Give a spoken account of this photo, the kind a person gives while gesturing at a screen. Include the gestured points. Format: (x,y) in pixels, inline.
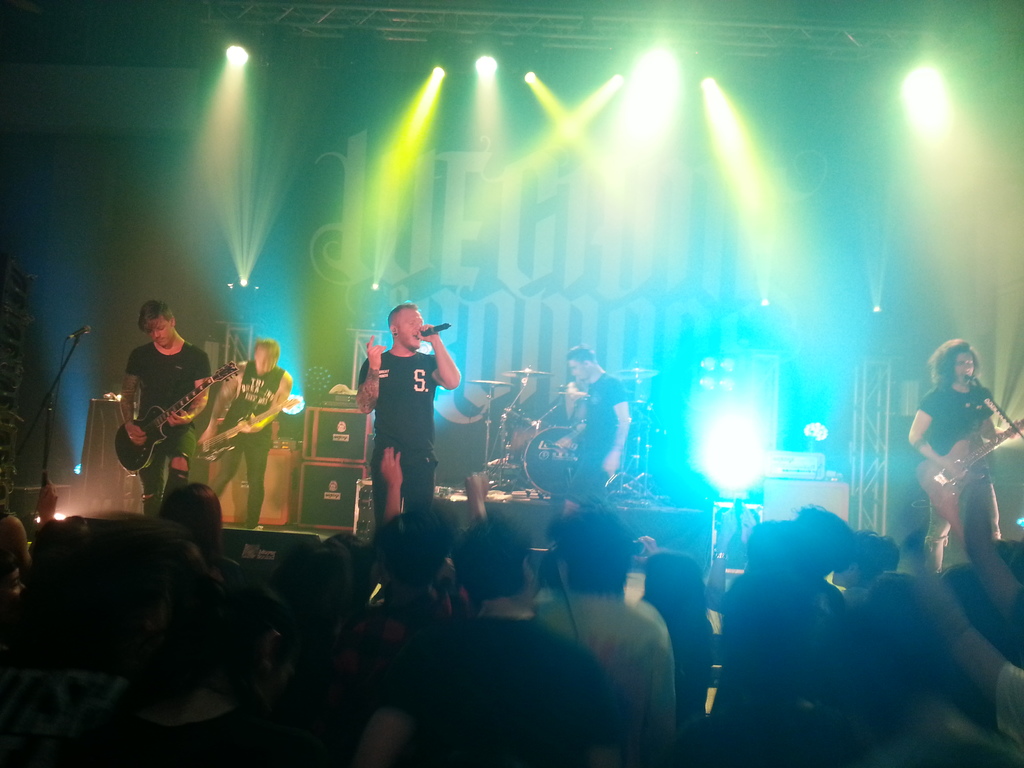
This image is taken in a concert. There are five people (257,513) on the dais (294,523), performing the music. To the left (146,428), the man (173,416) is playing guitar (149,425). In the middle (399,426), the man (397,426) is singing in a mic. To the right (953,468), the man (948,449) is playing guitar (963,470). At the bottom (669,716), there is a crowd (429,621). In the background (460,161), there is a banner (453,208) lights (655,117) along with stand (487,33).
